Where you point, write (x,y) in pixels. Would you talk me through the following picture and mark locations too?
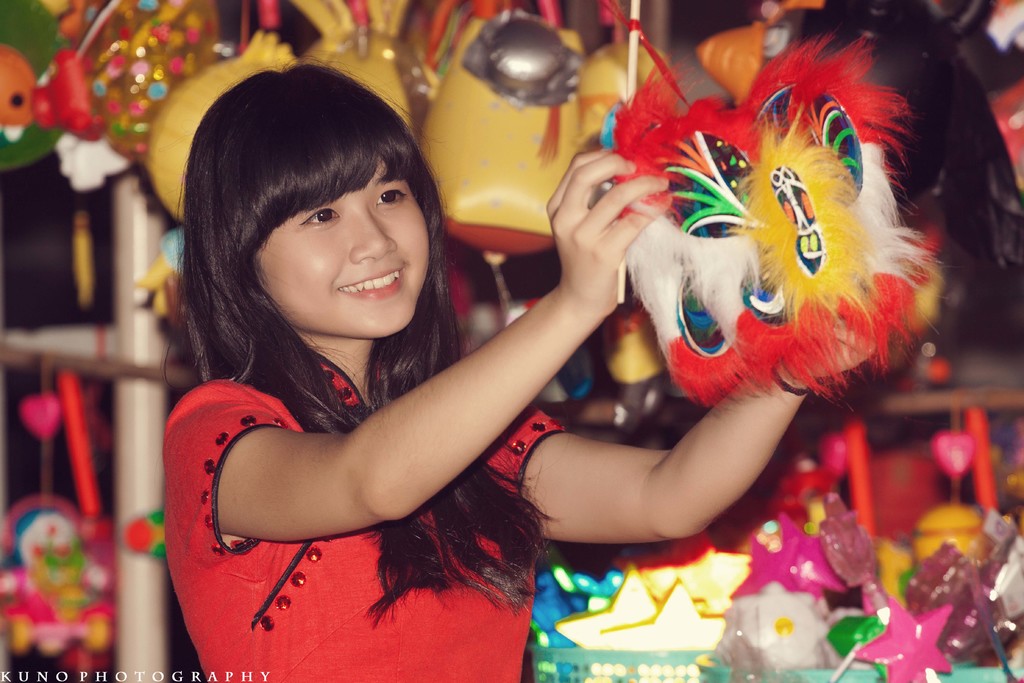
The girl (332,427) in the red dress (206,596) is holding something in her hands (623,246), which is in red, white and yellow color. She is smiling. Behind her, there are many toys (831,620). This picture is clicked in the shop (921,428).
